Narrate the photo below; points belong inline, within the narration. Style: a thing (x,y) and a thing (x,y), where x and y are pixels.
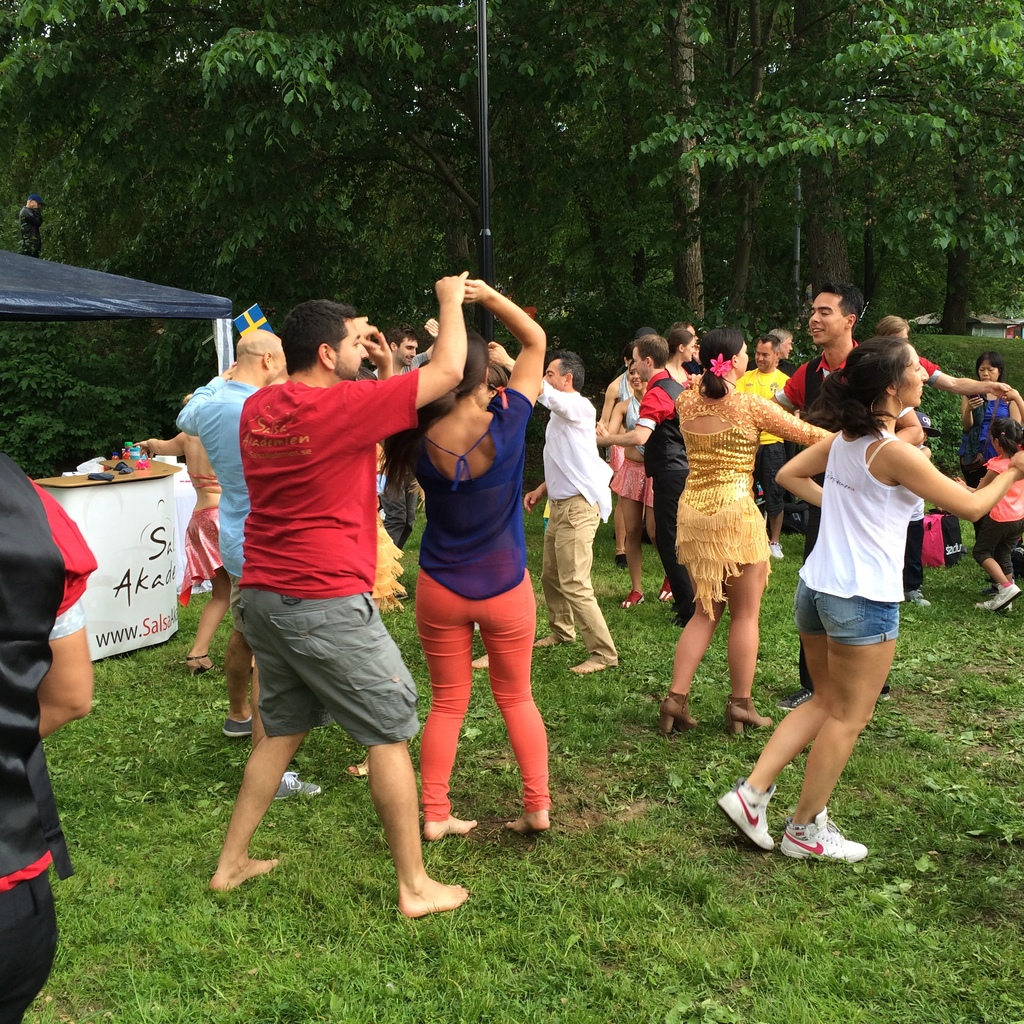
In the picture I can see few persons (662,456) dancing on a greenery ground (676,629) and there is a table (93,527) and few other objects (70,316) in the left corner (109,516) and there are trees (416,112) in the background (610,126).
